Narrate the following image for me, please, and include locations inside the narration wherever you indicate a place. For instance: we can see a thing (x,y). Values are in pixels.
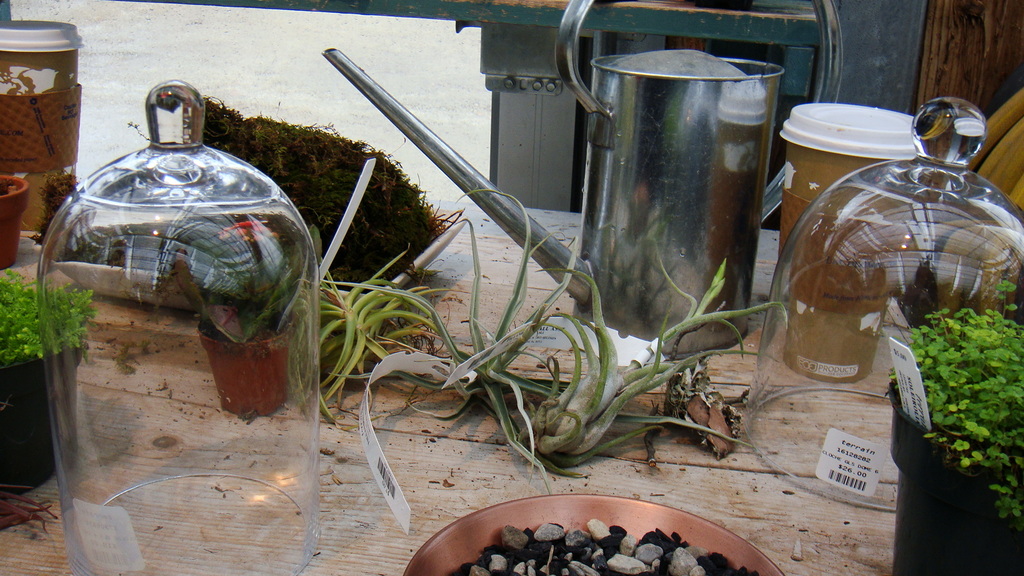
There is a wooden table (356,473). On that there are glass containers (107,339), kettle (673,218), planter (522,302), plate (494,532) with stones (539,533), pots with plants (938,386). Also many other items (44,123).
